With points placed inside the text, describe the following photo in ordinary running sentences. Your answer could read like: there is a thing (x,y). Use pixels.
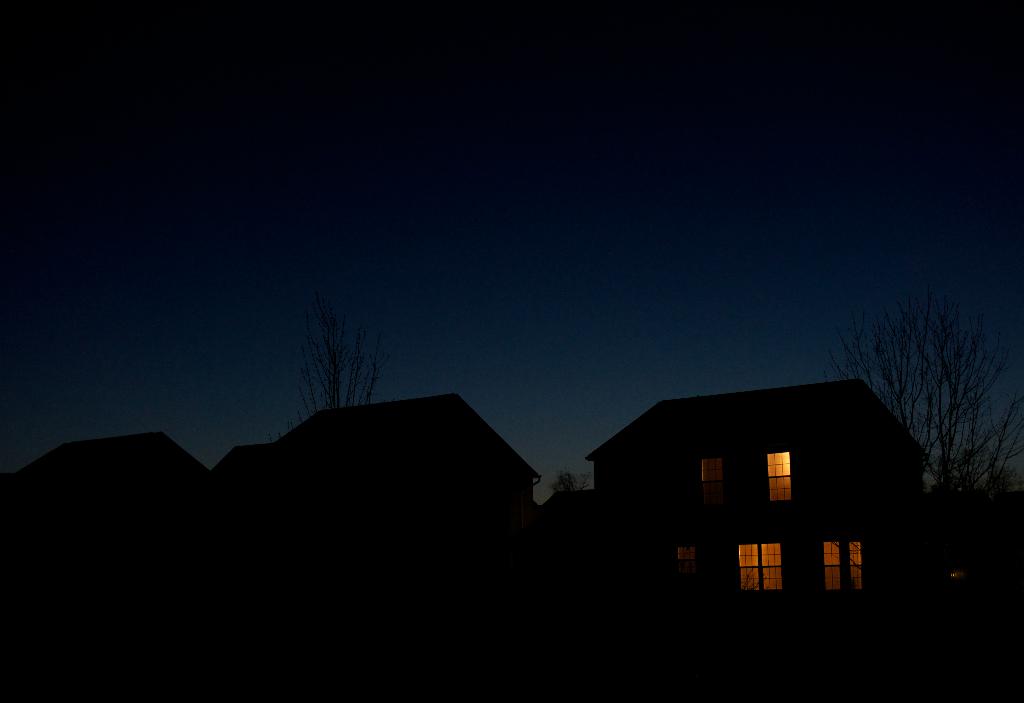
This image is dark. In this image there are buildings (661,479) with windows (750,570) and light (777,556). Also there are trees (332,398) and sky (822,354).
